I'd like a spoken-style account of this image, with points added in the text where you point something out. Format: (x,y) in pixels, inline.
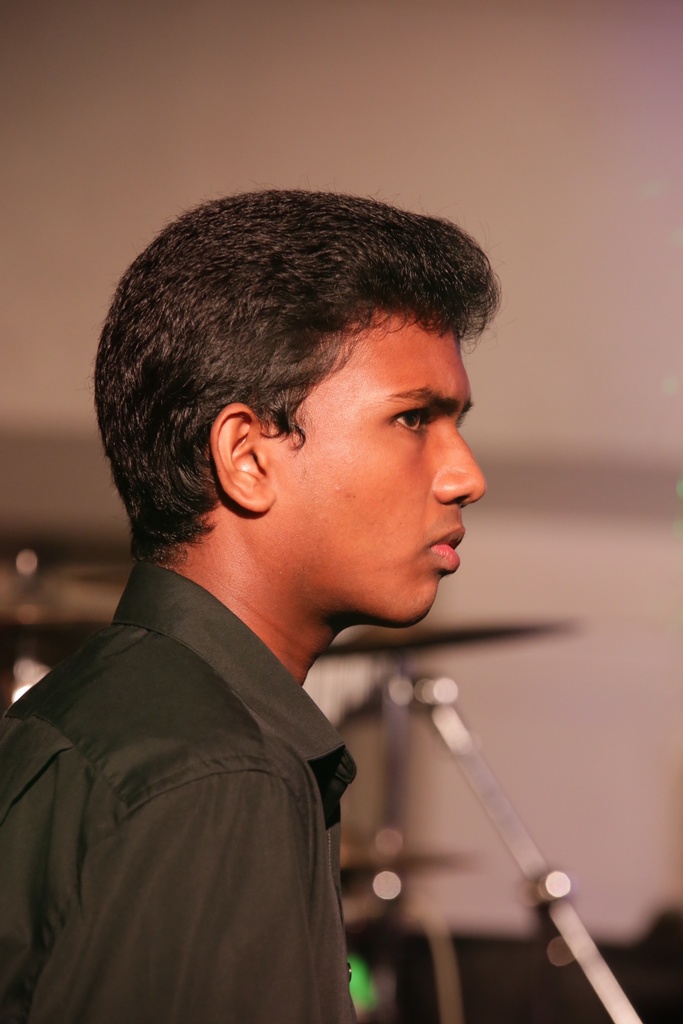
In the picture we can see the side view of the man (194,1021) in a black shirt (197,868) and beside him we can see a part of an orchestra set (37,575).
